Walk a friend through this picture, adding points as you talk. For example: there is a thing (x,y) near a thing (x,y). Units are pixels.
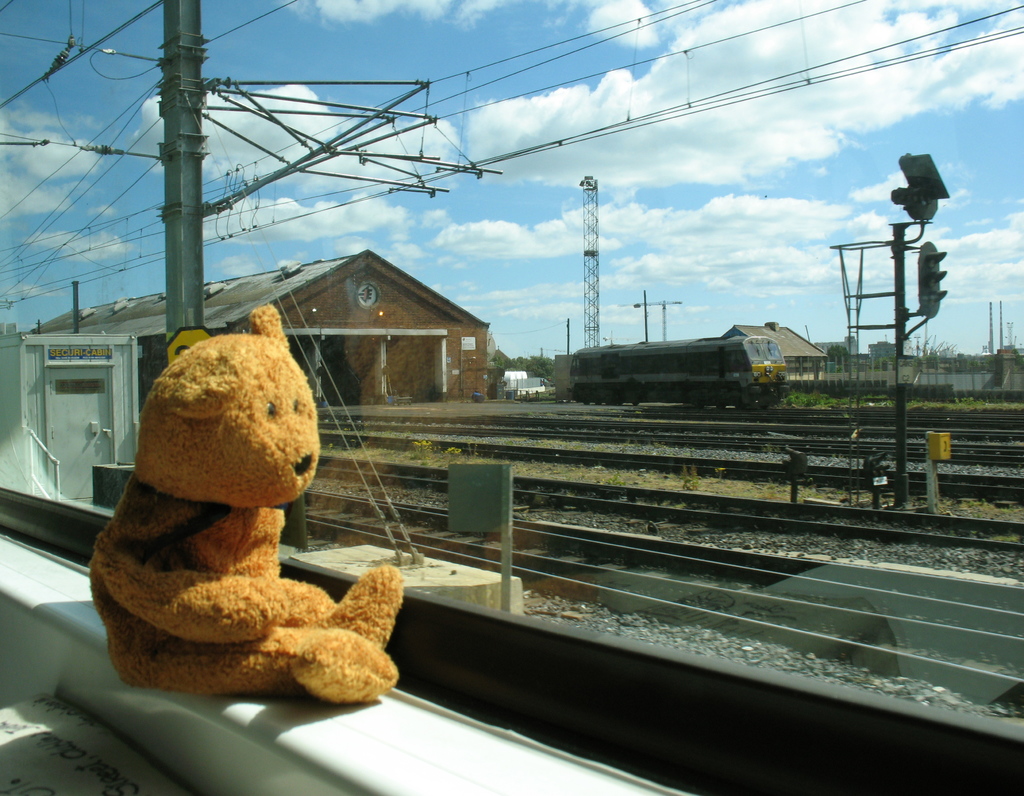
On the left side of the image (134,597) there is a teddy bear (294,693). There is a glass wall (506,392). In the background of the image (760,368) there is a train engine (627,380). There are tracks (425,433). There is a shed (402,378). There is sky (555,115). There are electric wires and poles (176,114). There is a traffic signal (923,197).
